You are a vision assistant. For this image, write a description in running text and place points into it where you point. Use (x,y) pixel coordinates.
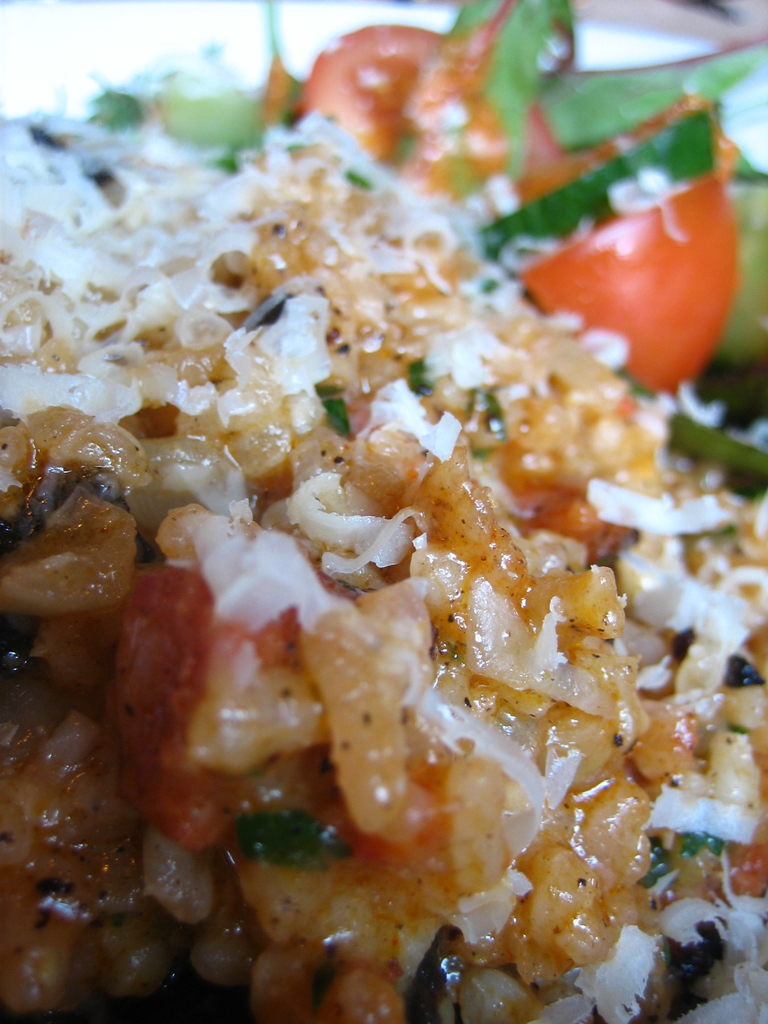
There is a food item (357,445) which is having onion pieces (481,580), tomato pieces (716,312) and other vegetables pieces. And the background (236,0) is blurred.
